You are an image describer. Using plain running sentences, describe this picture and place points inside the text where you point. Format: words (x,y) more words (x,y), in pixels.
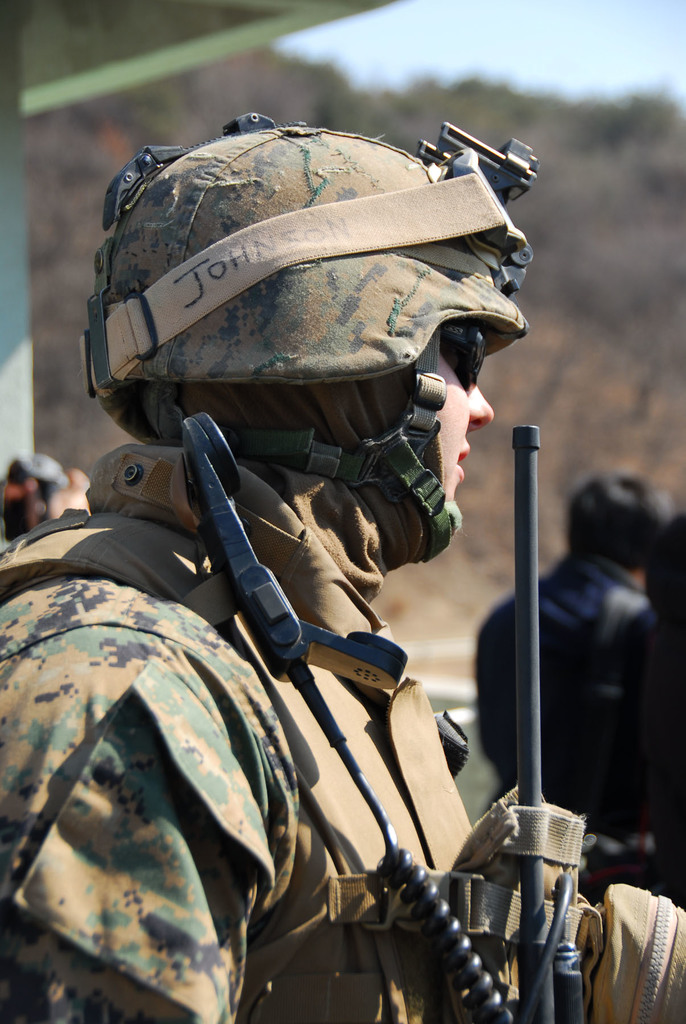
In this image I can see a person (284,698) wearing military uniform (176,711) and helmet (215,260) is standing. In the background (558,681) I can see few persons (569,572) standing, a mountain (629,285), few trees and the sky (553,62).
